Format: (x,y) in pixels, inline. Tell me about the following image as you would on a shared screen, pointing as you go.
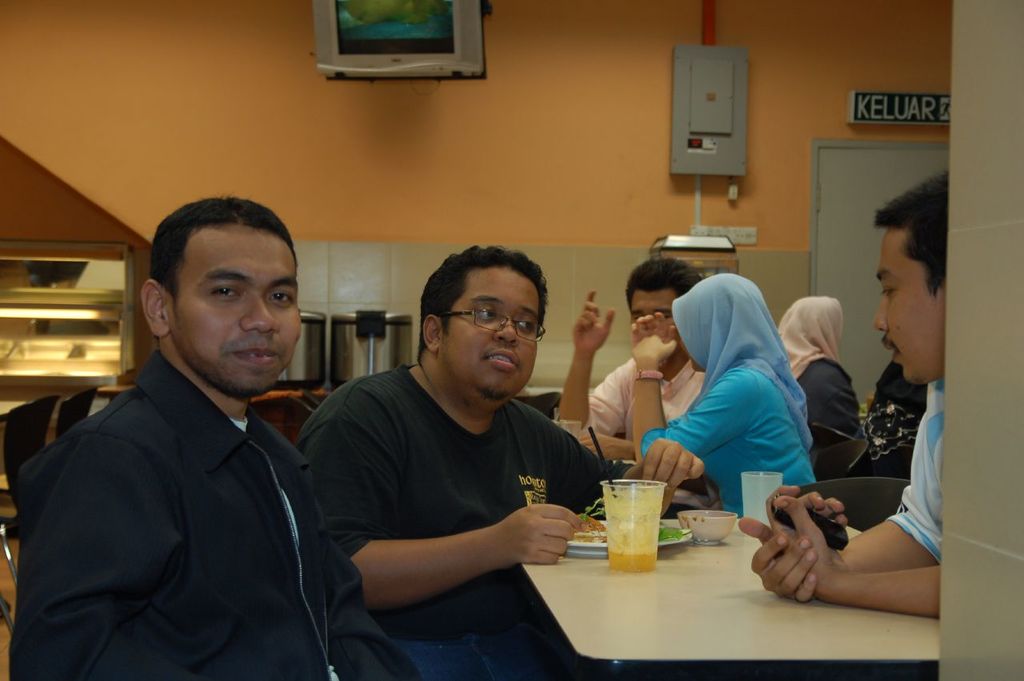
In this image we can see persons (621,383) sitting around the tables (879,628). On the table (678,593) we can see glass (613,544), plate (597,542) and some food (668,534). In the background (721,399) we can see persons (729,382), door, television (448,24) and wall (343,171).
